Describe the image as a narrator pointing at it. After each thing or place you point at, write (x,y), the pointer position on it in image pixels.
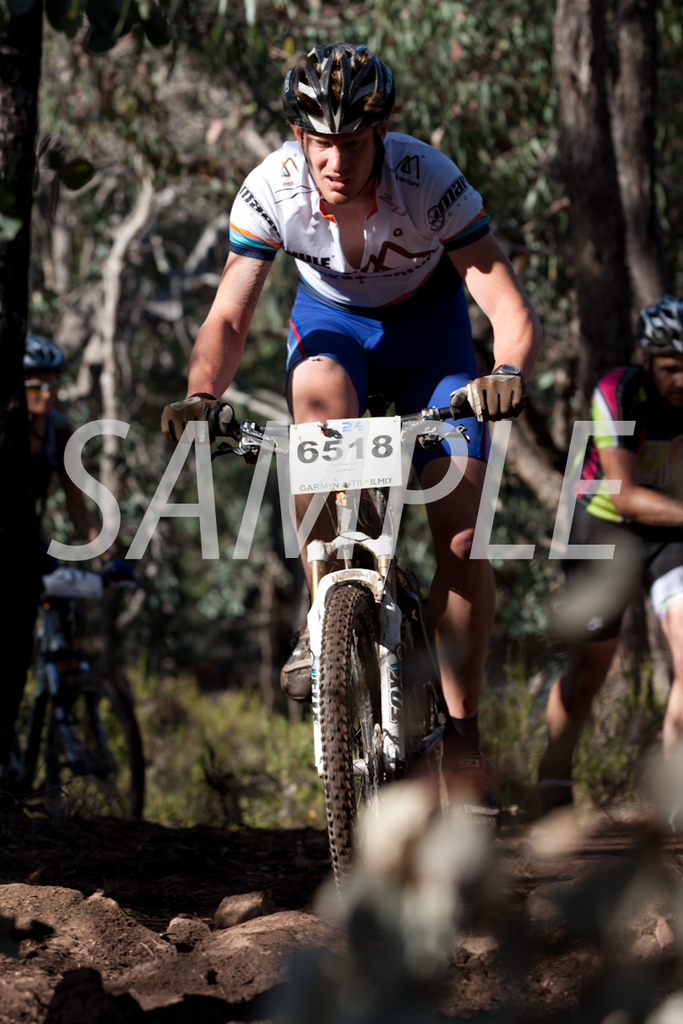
There is a man (339,222) who is riding cycle (301,433) by holding the handle (242,448). There is a helmet (320,77) on his head (304,104) and a watch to his left hand (500,369). There is a number plate (327,427) to the cycle (253,455). In the background (583,240) there are trees (572,215). At the bottom (155,950) there are rocks (275,938).
